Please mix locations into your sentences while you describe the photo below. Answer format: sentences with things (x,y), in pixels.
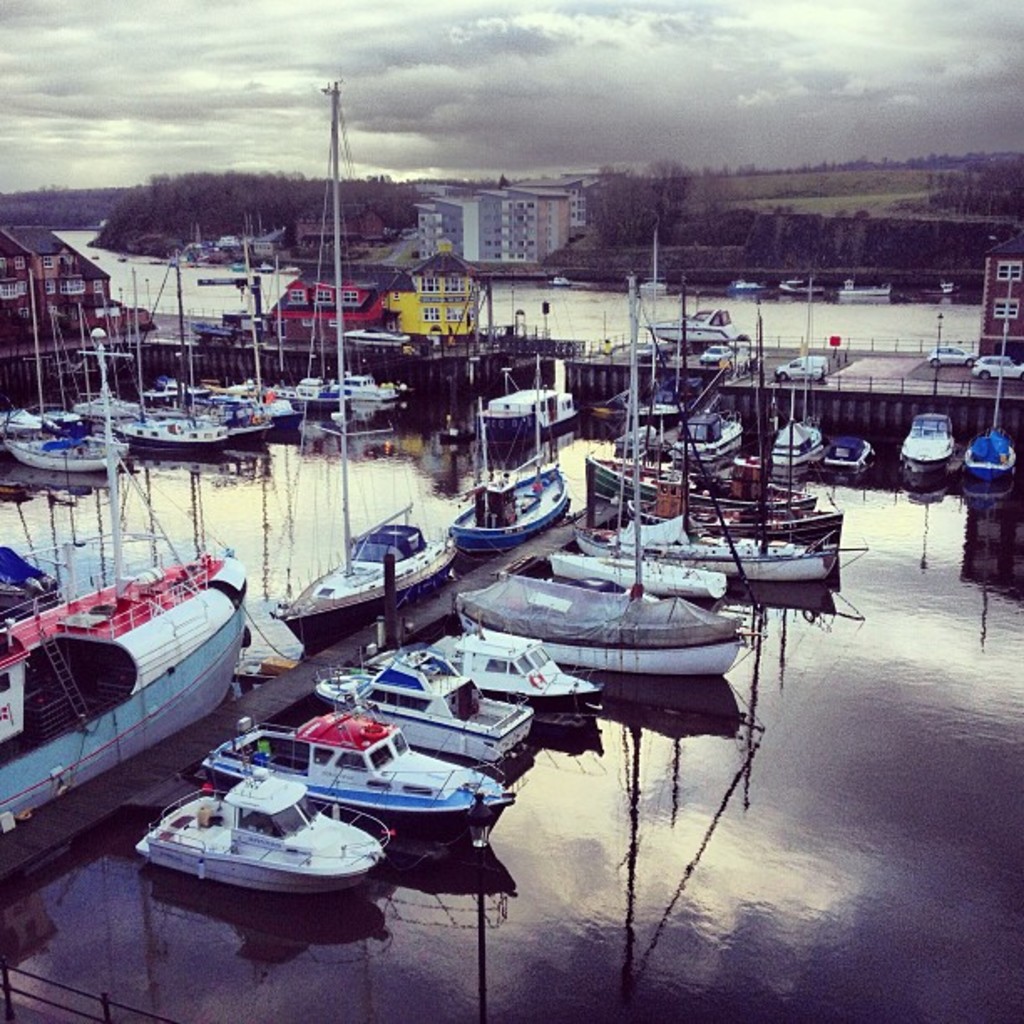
In this picture I can see boats (483,652) on the water (522,846). In the background (536,232) I can see buildings (436,223), vehicles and trees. I can also see the sky (239,45).
